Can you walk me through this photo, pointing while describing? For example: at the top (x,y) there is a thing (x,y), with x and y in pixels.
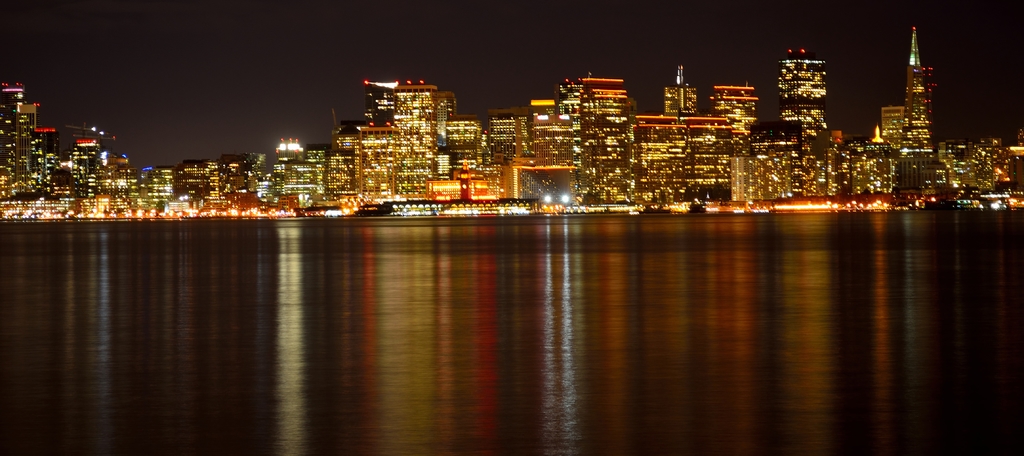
In this picture I can observe a river (517,285). In the background (111,166) there are buildings (453,180) and sky (441,63).
